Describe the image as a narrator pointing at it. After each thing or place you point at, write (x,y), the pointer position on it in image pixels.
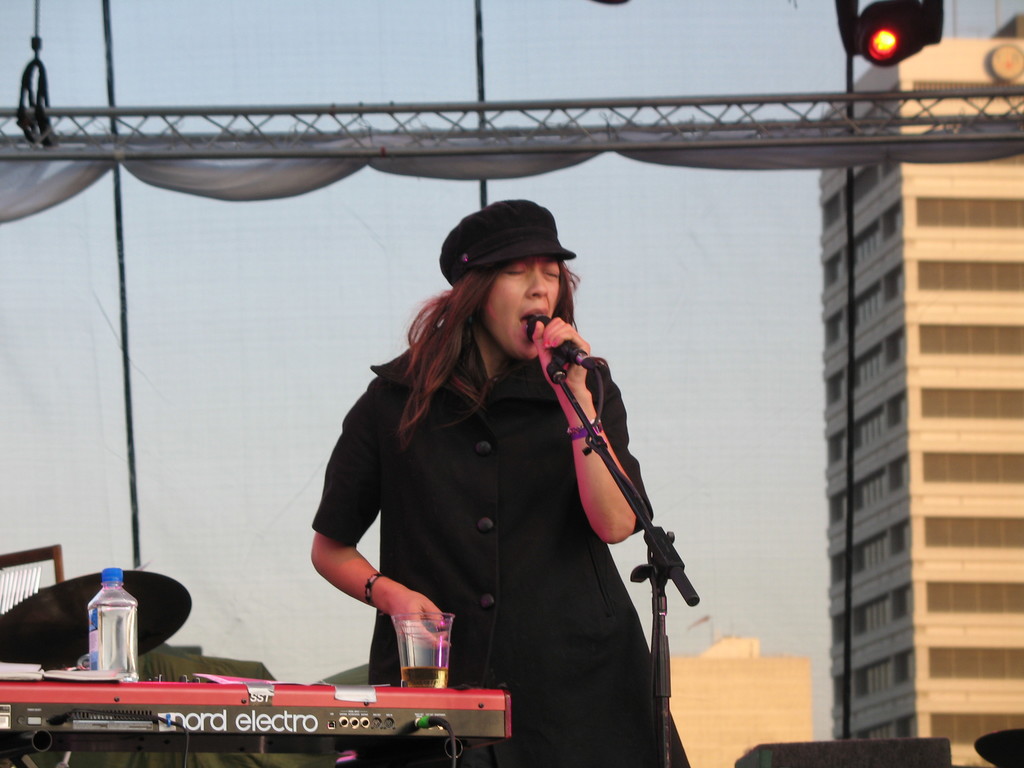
Here in the middle (549,412) we can see a woman (543,734) singing in the microphone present in front of her and beside her we can see another musical instrument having bottle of water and glass (425,649) of beer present and behind her we can see a building (841,452) present.
